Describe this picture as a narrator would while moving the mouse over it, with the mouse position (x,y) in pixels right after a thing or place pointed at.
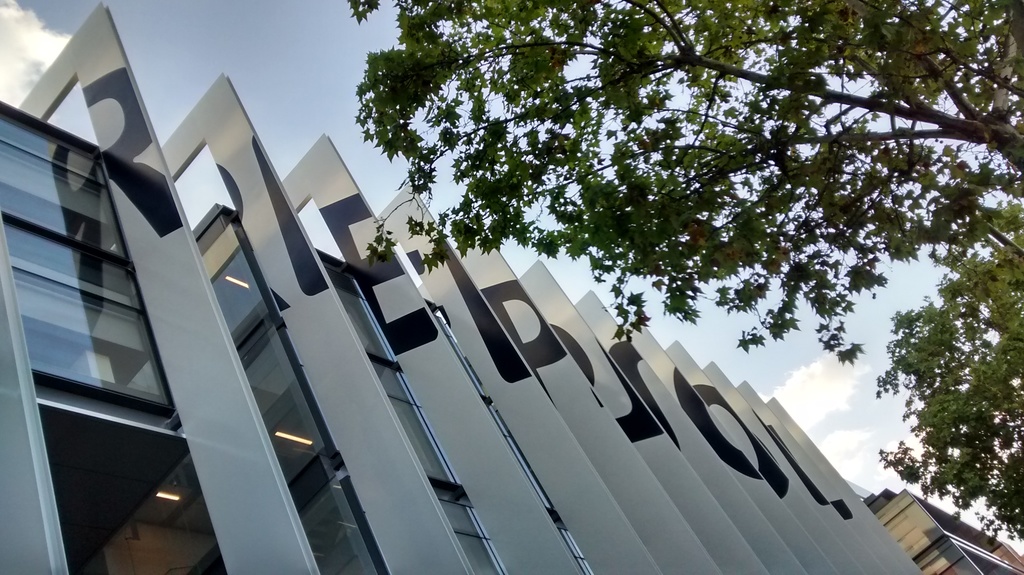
In this image we can see the architecture (652,398) of the buildings (677,405). We can see the trees (908,416). At the top (740,173) we can see the sky (342,153).
